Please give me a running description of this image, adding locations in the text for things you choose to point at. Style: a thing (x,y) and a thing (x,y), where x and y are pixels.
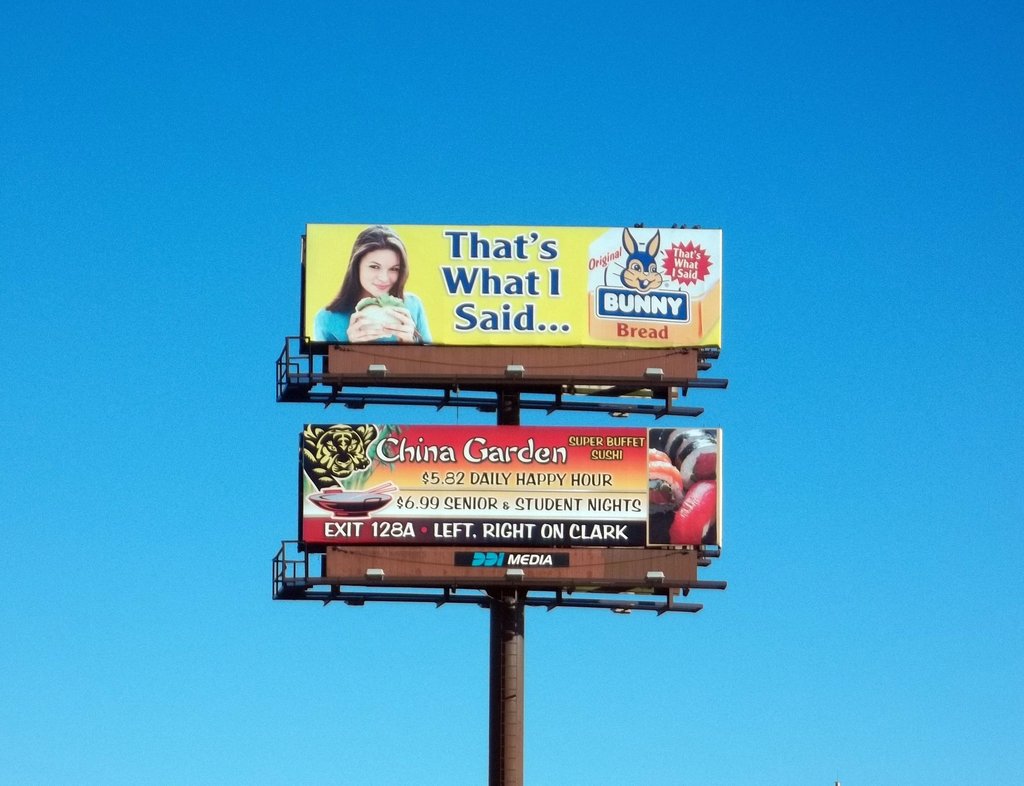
In this image we can see two advertising boards (579,490). There is a pole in the image. We can see a person (373,262) on the board (432,312). There is some text (527,318) on the boards (544,439). We can see the sky (683,177) in the image. There are few lights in the image.
